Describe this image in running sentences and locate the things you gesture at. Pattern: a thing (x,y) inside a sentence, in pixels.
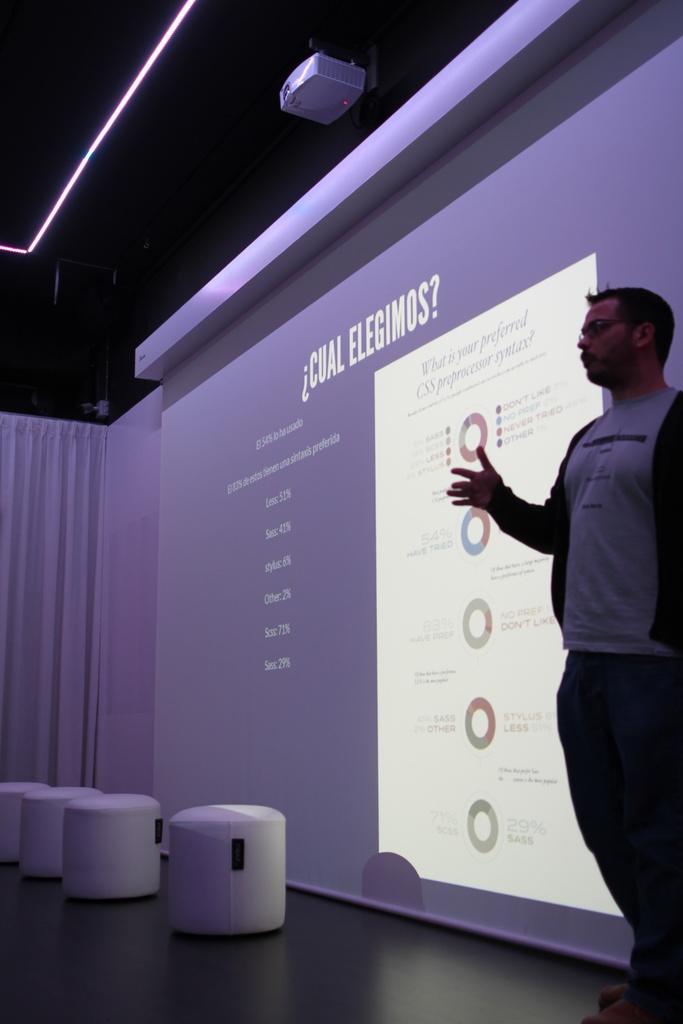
In this image there is a man (653,685) standing on stage (181,993), beside him there is a screen (386,874), in the background (261,856) there are four tables (18,784) and there is a curtain (4,594), on the top (309,71) there is a projector (324,76).
